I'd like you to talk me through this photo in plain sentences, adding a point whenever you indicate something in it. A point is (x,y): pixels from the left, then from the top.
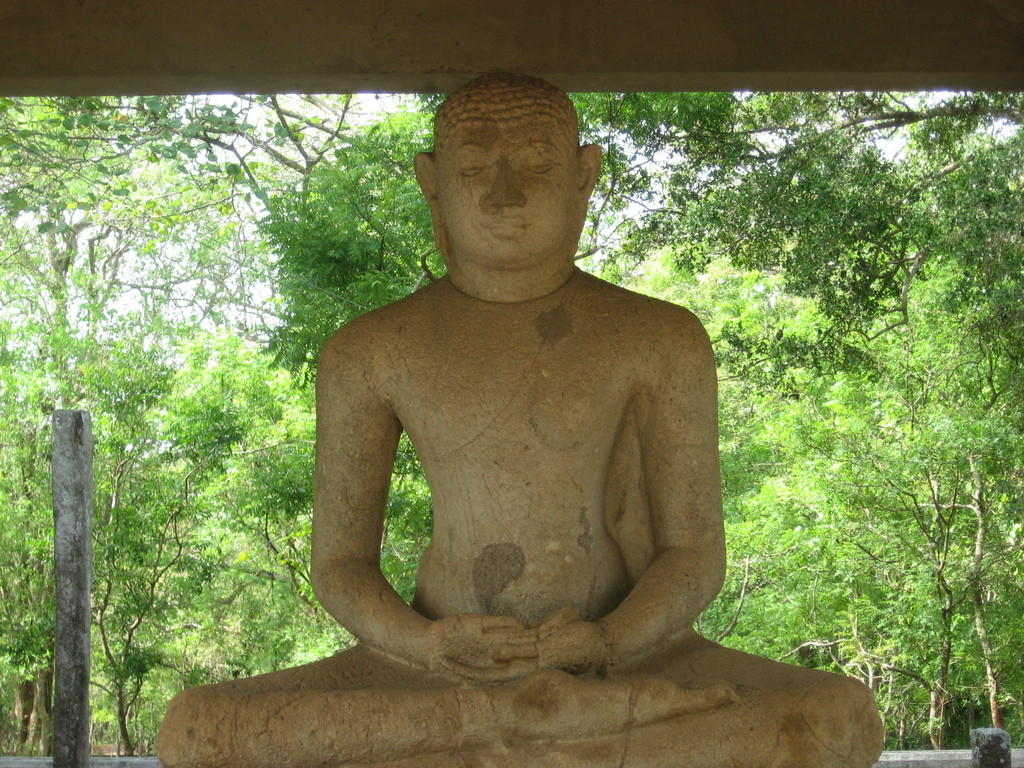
In this image I can see a sculpture (537,511) of a person (517,406). In the background (224,264) there are some trees (110,486). On the left side (71,688), I can see a pillar (77,583).
